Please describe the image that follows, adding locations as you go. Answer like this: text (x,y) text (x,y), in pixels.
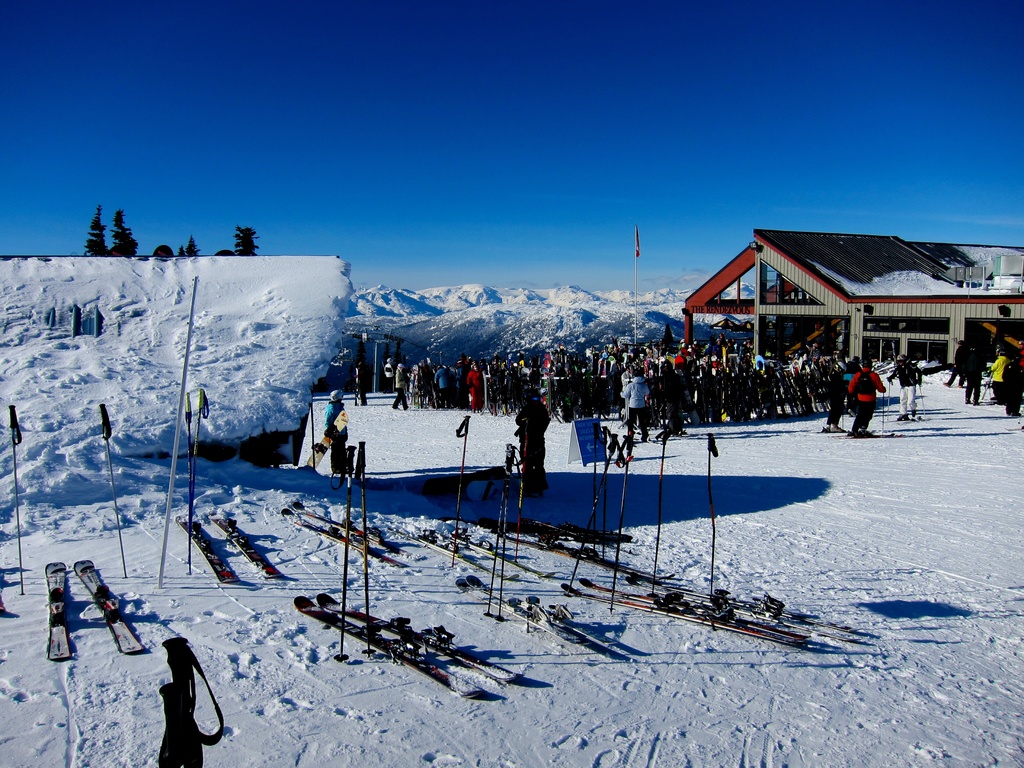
In this image I can see there is a group of people (626,397) standing on the snow (532,556). And there are buildings (200,343) covered with the snow (280,304). There are skis (557,611), Flag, Mountain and poles (637,263). And at the top (300,178) there is a sky (402,139).
